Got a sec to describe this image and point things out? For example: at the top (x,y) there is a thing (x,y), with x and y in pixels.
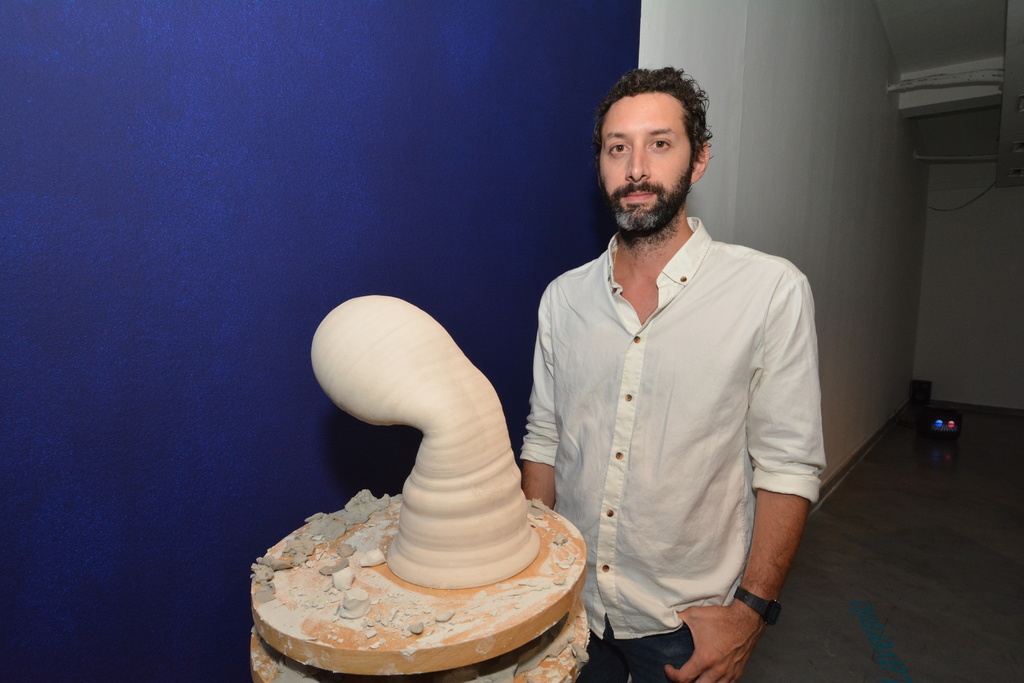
In this image in front (578,500) there is a person (640,446) standing in front of the wooden table (461,658) and on top of the table (421,600) there is some object (428,530). At the bottom of the image (935,544) there is a floor (955,521). In the background of the image (875,253) there is a wall (720,46).
